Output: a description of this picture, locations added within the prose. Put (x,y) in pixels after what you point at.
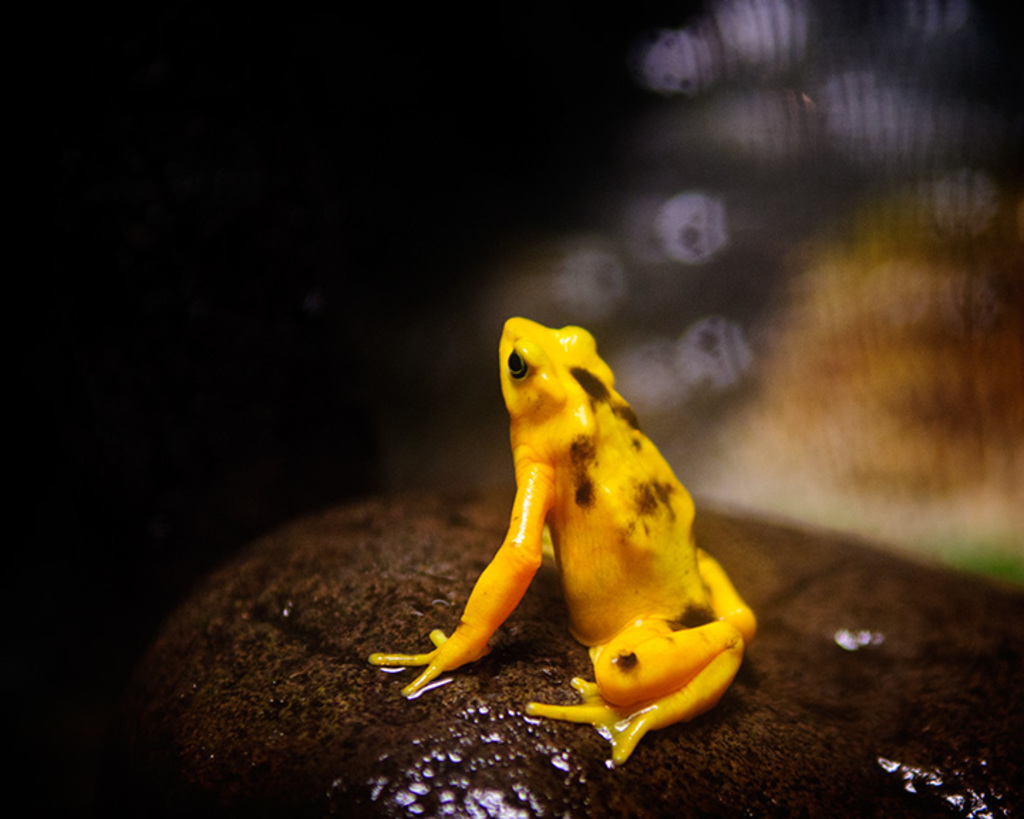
In this image, I can see a frog (619,517) on a rock (390,605). There is a blurred background (908,219).
